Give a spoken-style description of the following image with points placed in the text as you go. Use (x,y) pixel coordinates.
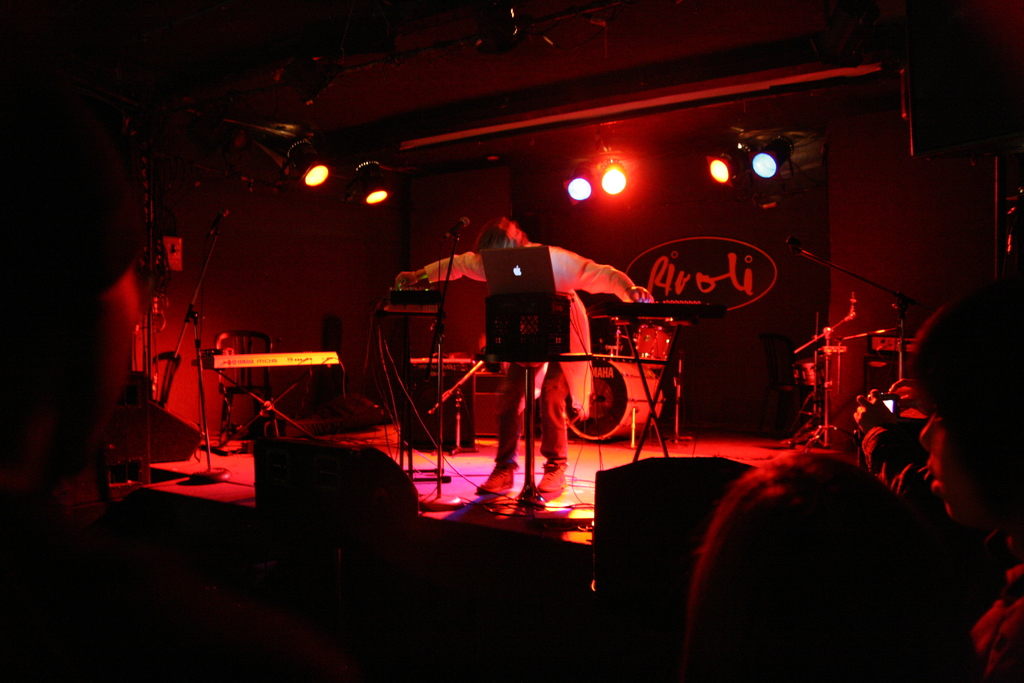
In this picture we can see a group of people (158,555), one person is standing on the stage (581,499), another person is holding a camera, here we can see musical instruments (634,445), lights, banner (759,358), wall (817,225) and some objects (777,346).
